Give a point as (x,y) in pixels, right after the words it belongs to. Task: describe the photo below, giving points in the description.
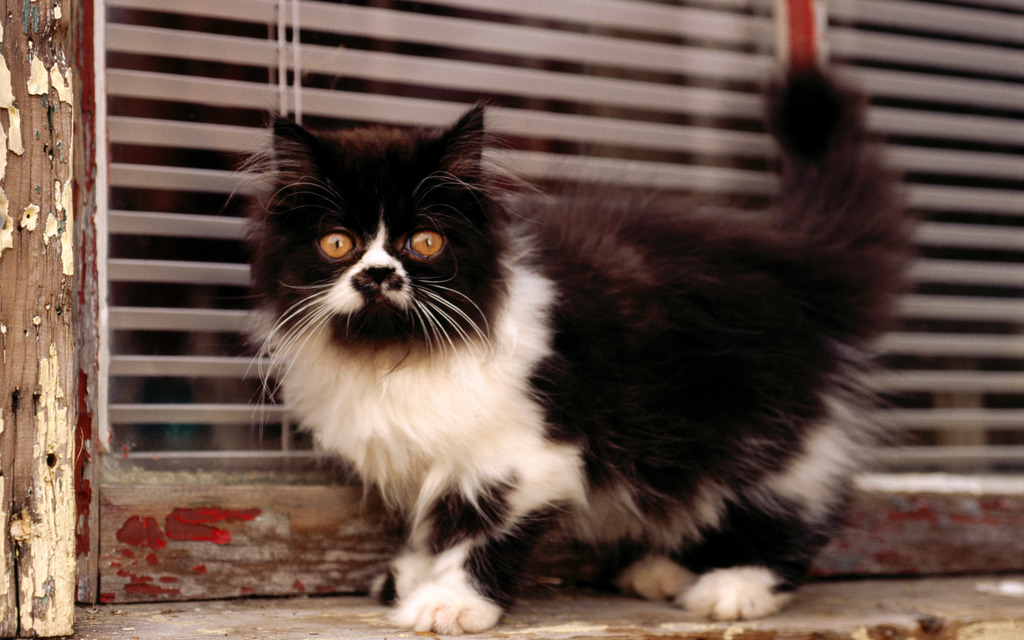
In this image we can see there is a cat (557,408), behind the cat (562,490) there is like a door (174,417) or a window (992,158).
